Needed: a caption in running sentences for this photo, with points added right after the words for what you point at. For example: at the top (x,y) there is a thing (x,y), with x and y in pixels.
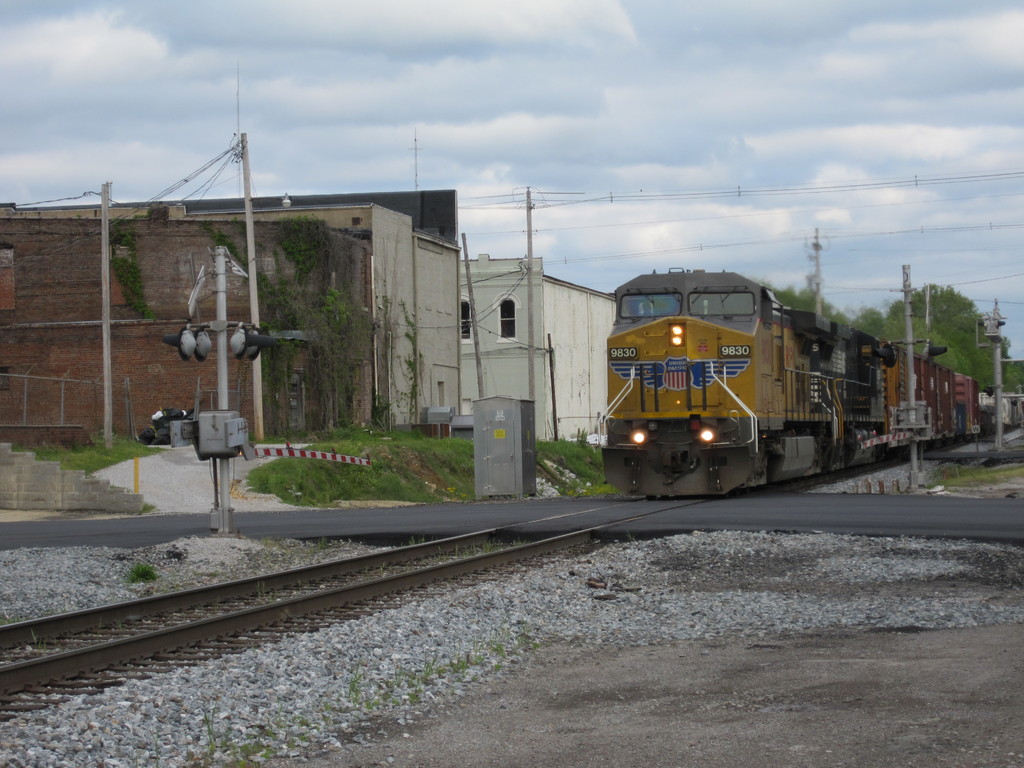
This picture is clicked outside. In the foreground (426,613) we can see the gravels (873,594) and a railway track (282,590) and we can see the poles (252,294). In the center (679,475) there is a train (681,423) seems to be running on the railway track (10,659). In the background (314,474) we can see the poles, cables (893,231), grass (312,491), stairway (58,508), metal rods (361,458) and some other objects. In the background (742,81) we can see the sky (742,81) which is full of clouds (793,91) and we can the buildings (361,379).
